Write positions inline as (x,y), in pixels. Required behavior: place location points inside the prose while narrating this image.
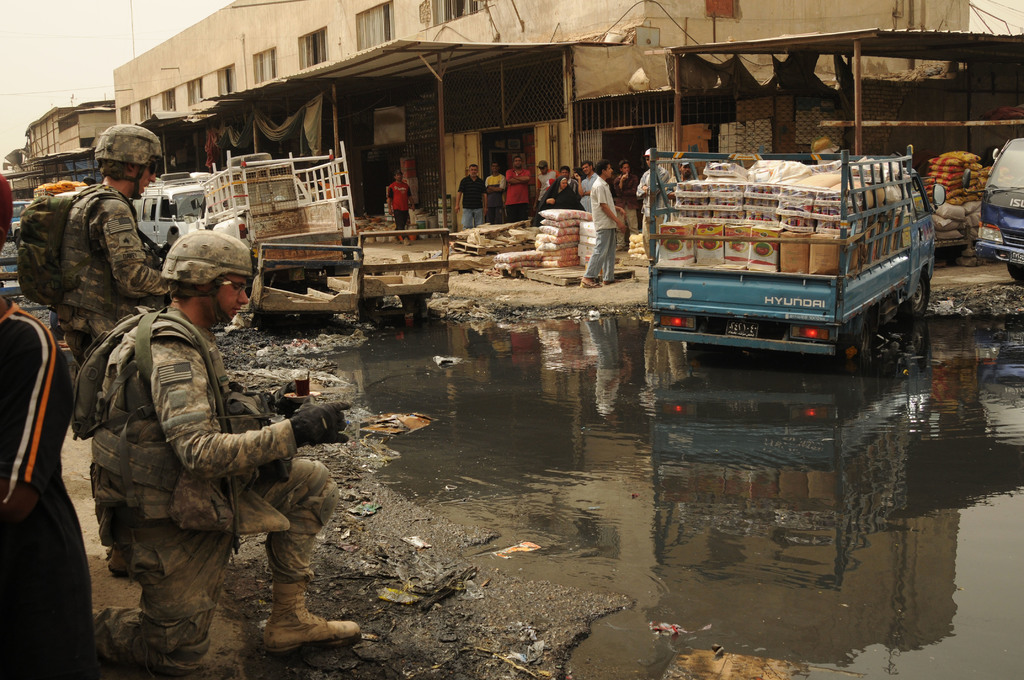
In this image we can see motor vehicles (294,172), grills (463,83), poles (442,84), sheds (210,99), persons (167,455) on the ground (636,280) and water (479,414).
